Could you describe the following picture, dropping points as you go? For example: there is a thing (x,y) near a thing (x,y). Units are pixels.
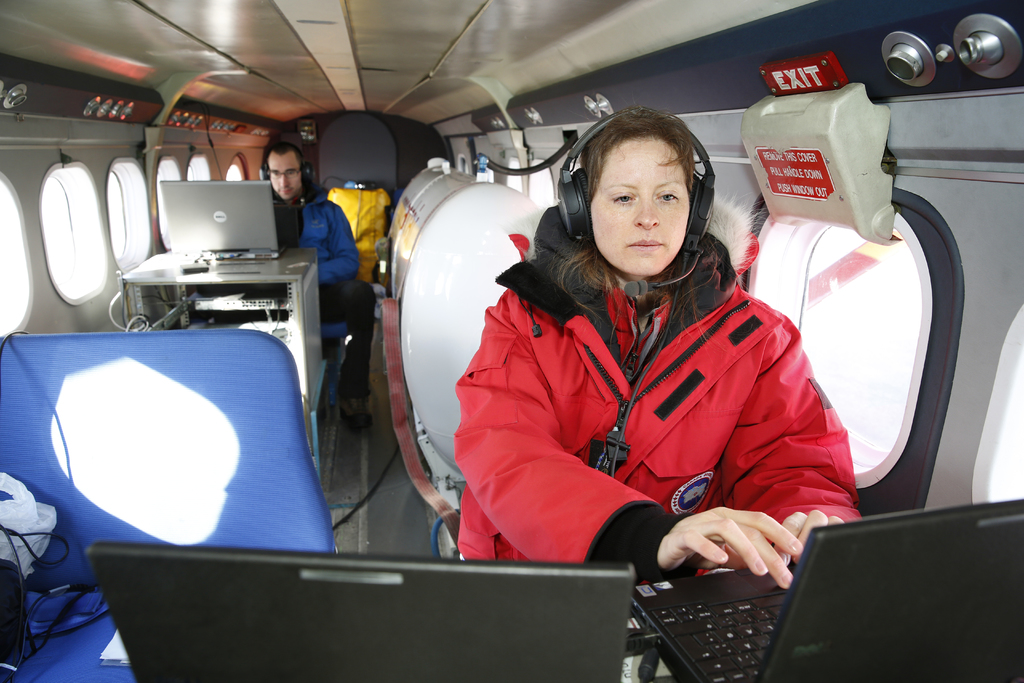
This picture shows a woman (644,316) and a man (311,206) seated and working on the laptops (736,636) and we see they are seated in a plane (409,18). Both of them headsets (691,208) and we see another laptop (385,580) on the side.
